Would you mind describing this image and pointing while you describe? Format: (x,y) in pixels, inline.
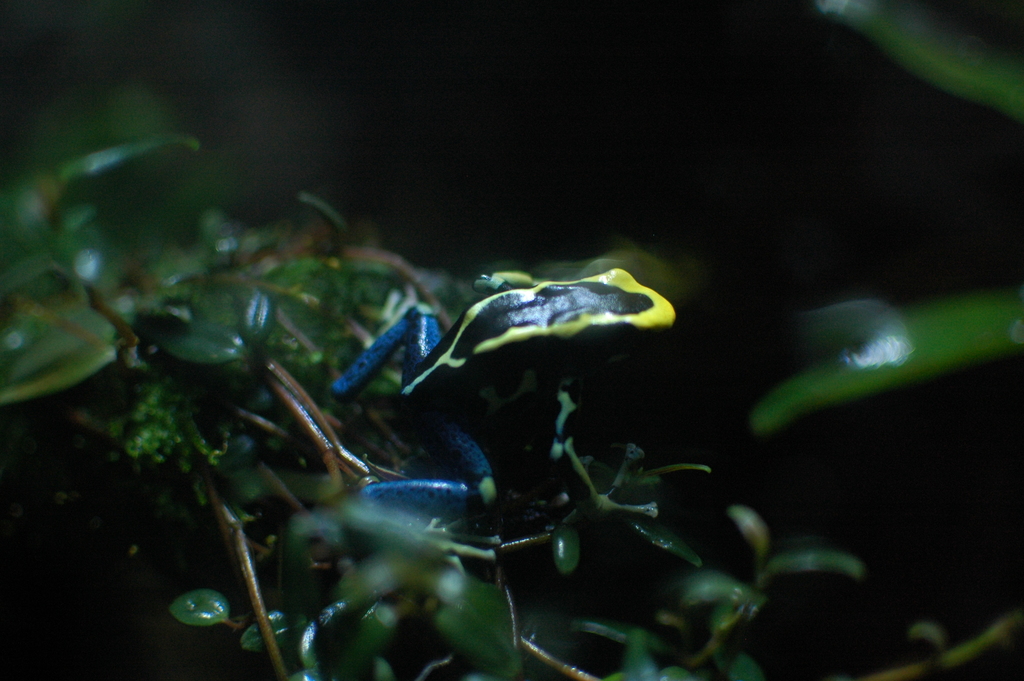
This picture is dark, in this picture we can see frog (492,429), leaves (379,622) and stems (321,428). In the background of the image (734,245) it is dark.
